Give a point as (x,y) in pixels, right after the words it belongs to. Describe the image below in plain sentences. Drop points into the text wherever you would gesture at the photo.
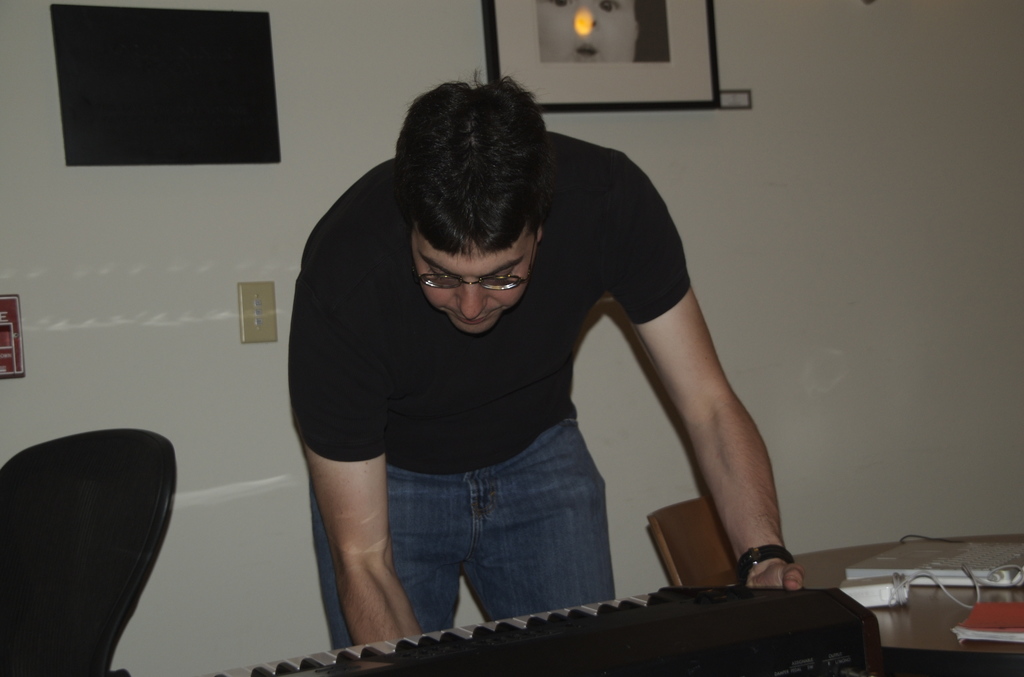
In this image the person (438,334) is standing. In front (755,612) there is a piano (668,629). On the table (935,601) there is a book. There is a chair (689,521). At the back side (582,80) there is a frame (597,52).
